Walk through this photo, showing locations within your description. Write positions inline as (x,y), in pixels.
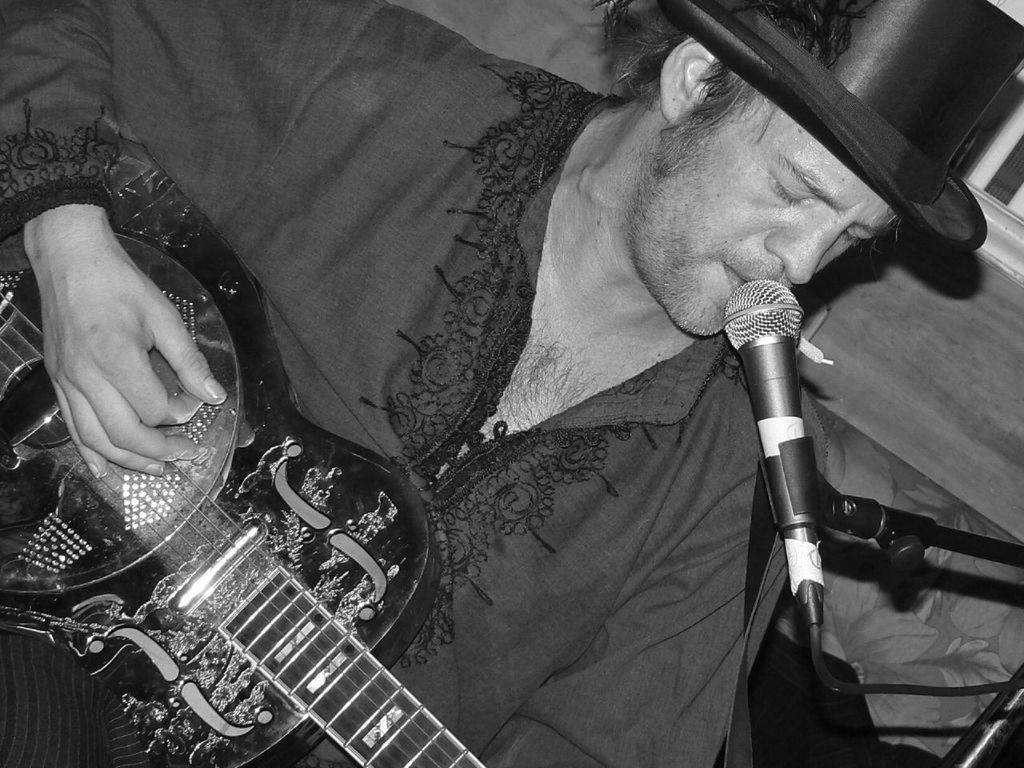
This is a black and white picture. There is a man (683,388) singing on the mike (791,374). He wear a cap (940,184) and he is playing guitar (359,539).
